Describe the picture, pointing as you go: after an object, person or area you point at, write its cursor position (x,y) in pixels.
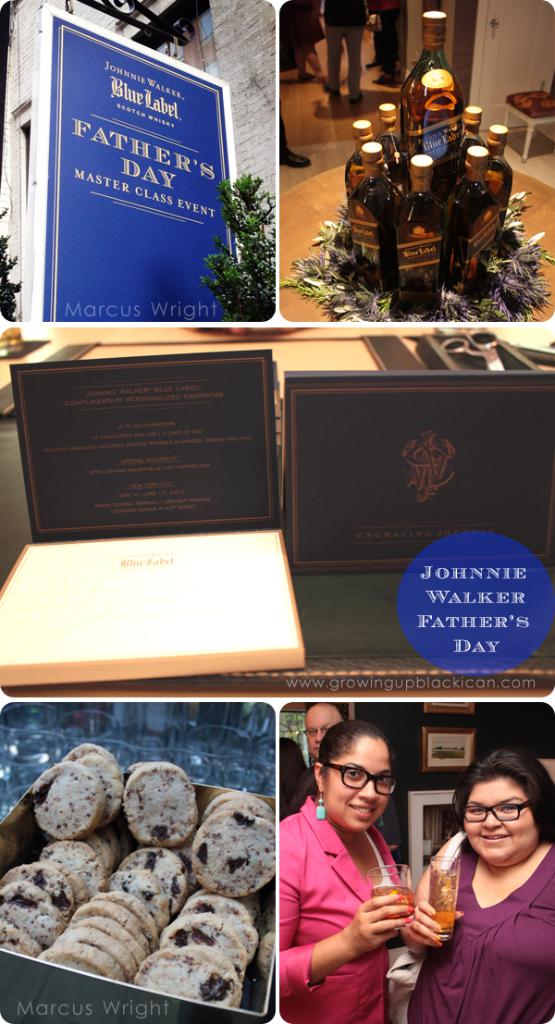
This image is a collage of five images. At the bottom of the image (212,890) there are a few cookies (145,881) in the box (148,992). Two women (289,853) are standing and they are holding glasses (388,889) in their hands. In the middle of the image (296,560) there are two boxes (274,472) with a text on it and there is a table (305,353) in the background (79,348). At the top of the image (203,250) there is a board (112,185) with a text (116,85) on it and there is a building (248,135) with a wall (248,95) and windows (195,34). There are two plants (249,199) and there are a few bottles (447,164) on the table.
